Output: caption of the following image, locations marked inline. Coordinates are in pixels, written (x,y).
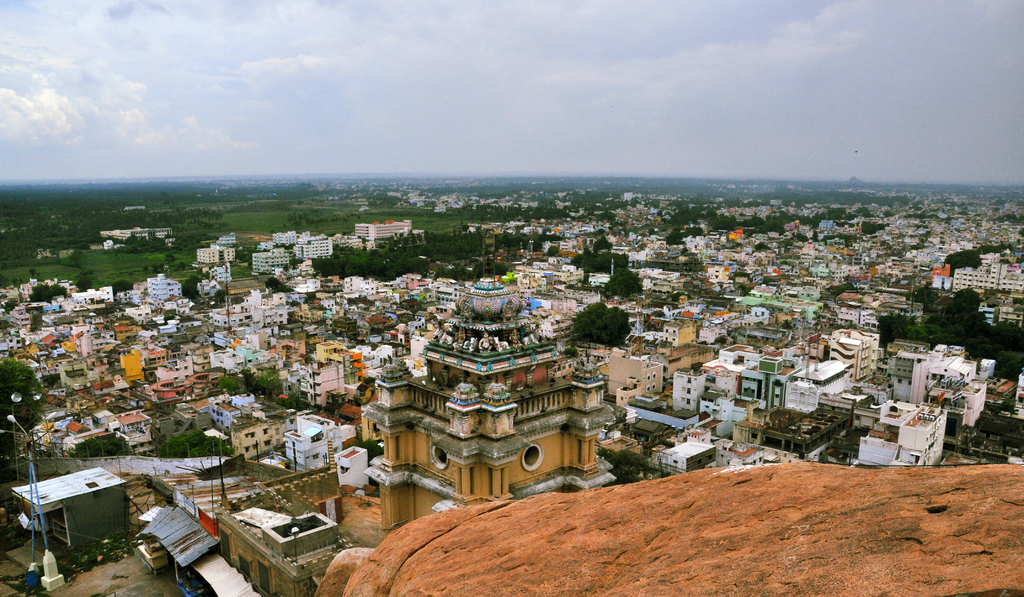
In this image is a top view of a city (624,237), in this image there are houses (658,276), temple (521,377) and fields (294,212), in the background (943,113) there is a sky (371,87).
